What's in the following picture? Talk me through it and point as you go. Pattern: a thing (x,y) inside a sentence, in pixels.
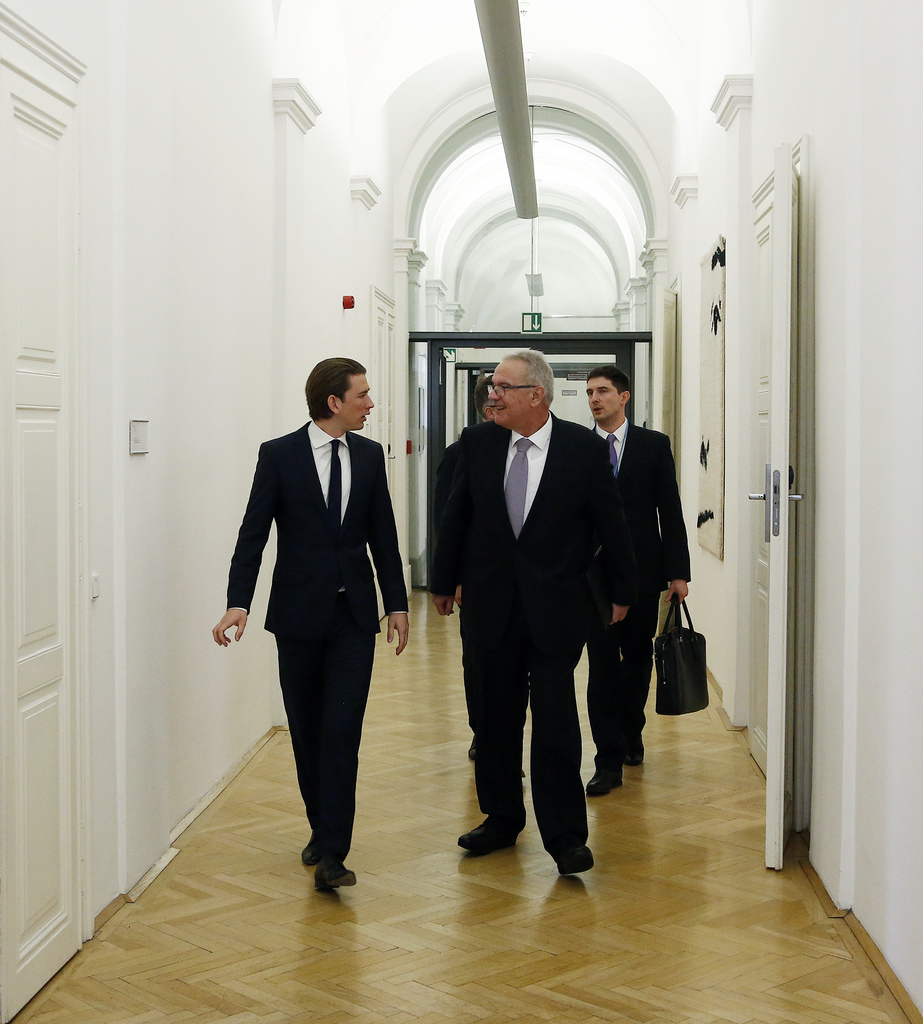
In this image I can see few people (398,579) with blazers (561,622), shirts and ties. I can see one person (650,674) holding the bag (672,684). To the side of these people (564,679) I can see some doors (777,603) and boards (718,345) to the white wall (106,272).
